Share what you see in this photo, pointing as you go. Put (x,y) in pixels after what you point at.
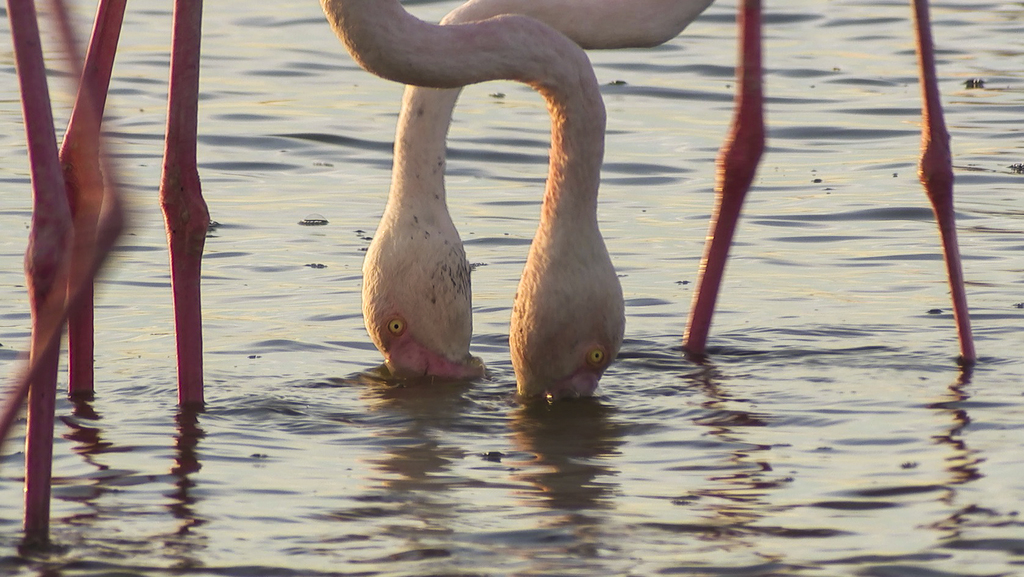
In the foreground of this image (356,38), it seems like cranes (532,24) like birds (551,24) in the water (676,466).
